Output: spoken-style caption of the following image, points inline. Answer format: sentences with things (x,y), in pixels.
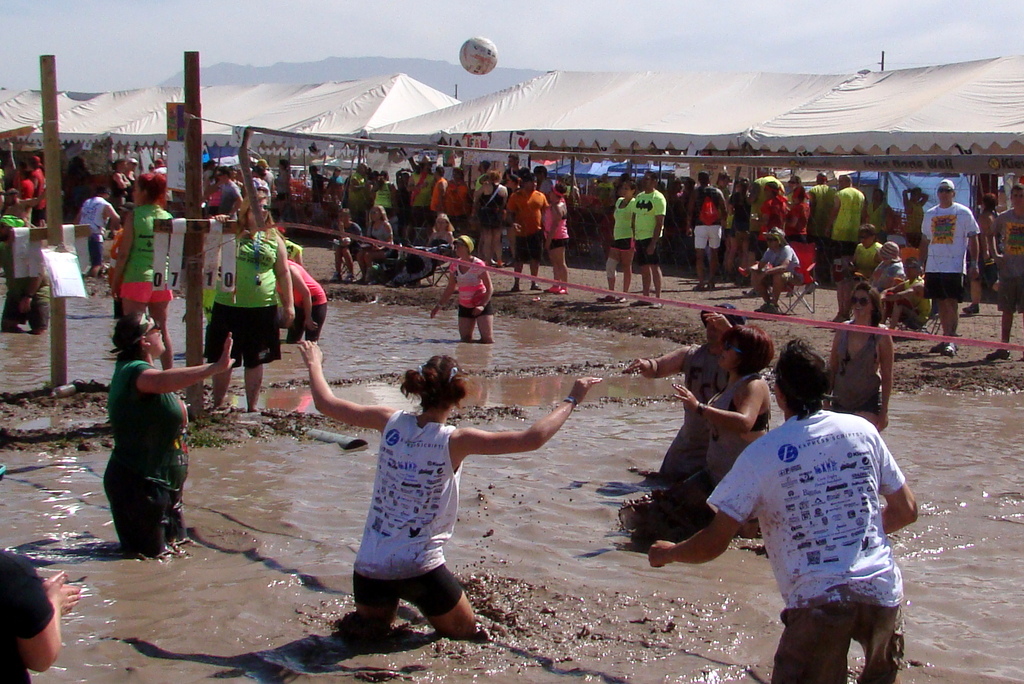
In this picture there are people (140,192) on the water (485,394) and some are standing on the floor (328,242), they are playing and there are bamboos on the left side of the image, there are stalls (234,107) in the background area of the image (417,99).
